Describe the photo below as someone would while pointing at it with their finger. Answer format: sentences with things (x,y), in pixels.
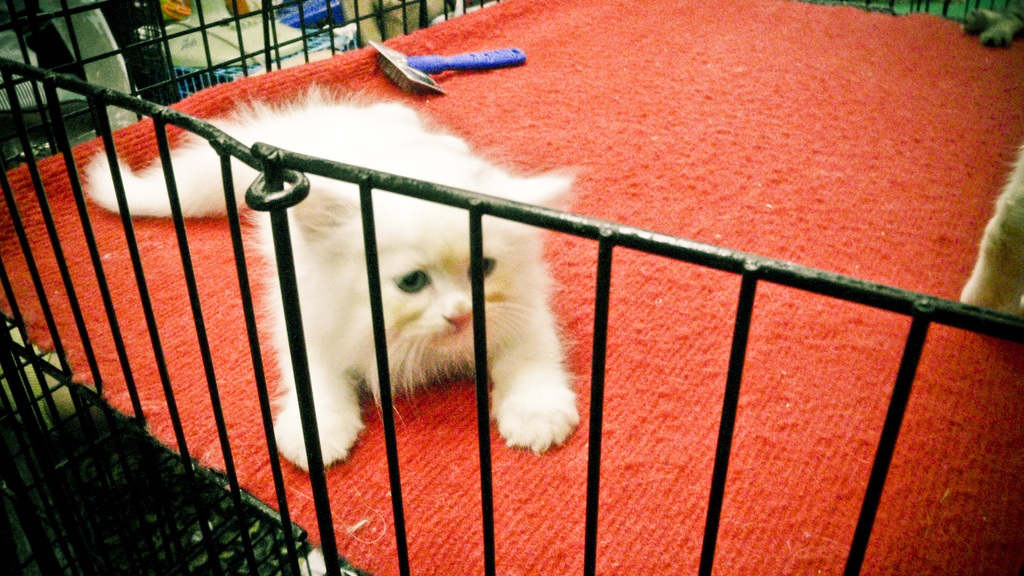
In this picture we can observe a white color cat (341,257) on the red color carpet (762,197). There is a railing (46,67) which is in black color.
